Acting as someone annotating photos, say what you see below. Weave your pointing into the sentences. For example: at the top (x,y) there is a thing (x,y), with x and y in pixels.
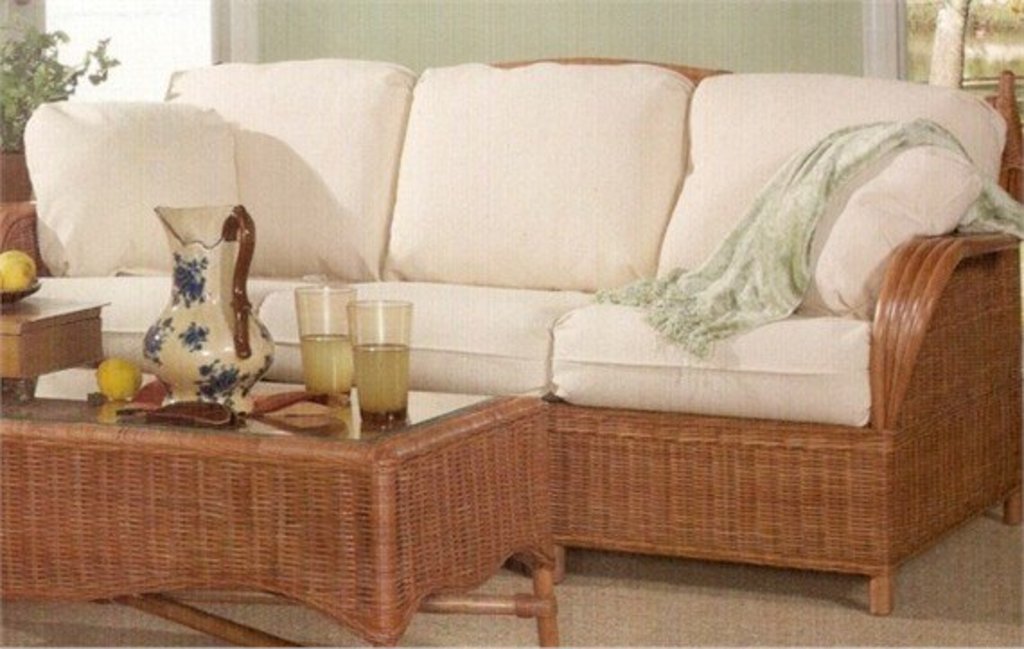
In this image we can see a sofa (330,276). On the sofa (749,339) there is a towel (751,286), in front of the sofa (264,286) there is a table (289,493). On the table (211,434) there is a jar (205,361), two glasses of juice (302,341) and some objects (43,357). On the left side (17,135) there is a plant pot (24,174).
